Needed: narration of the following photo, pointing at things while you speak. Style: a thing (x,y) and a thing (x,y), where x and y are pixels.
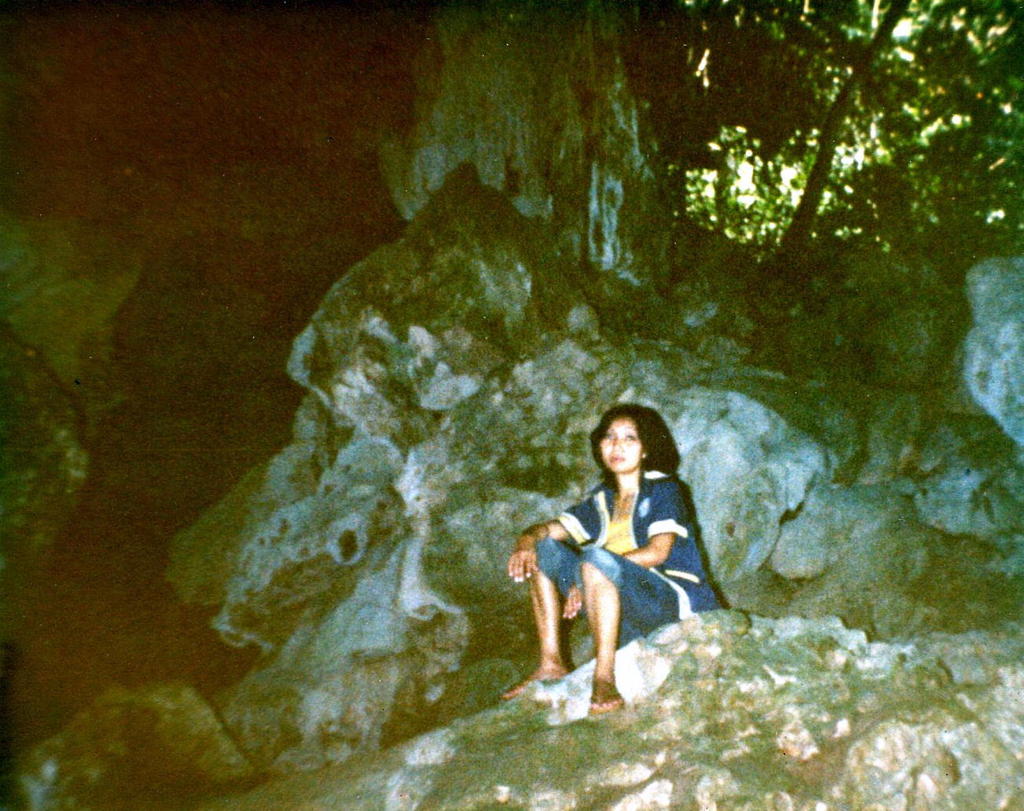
In this image I can see a woman (626,523) wearing yellow dress (627,529), blue jacket (661,517), blue jeans (638,587) is sitting on the rock (725,634). In the background (862,146) I can see a tree (839,179) and few rocks (567,183).
